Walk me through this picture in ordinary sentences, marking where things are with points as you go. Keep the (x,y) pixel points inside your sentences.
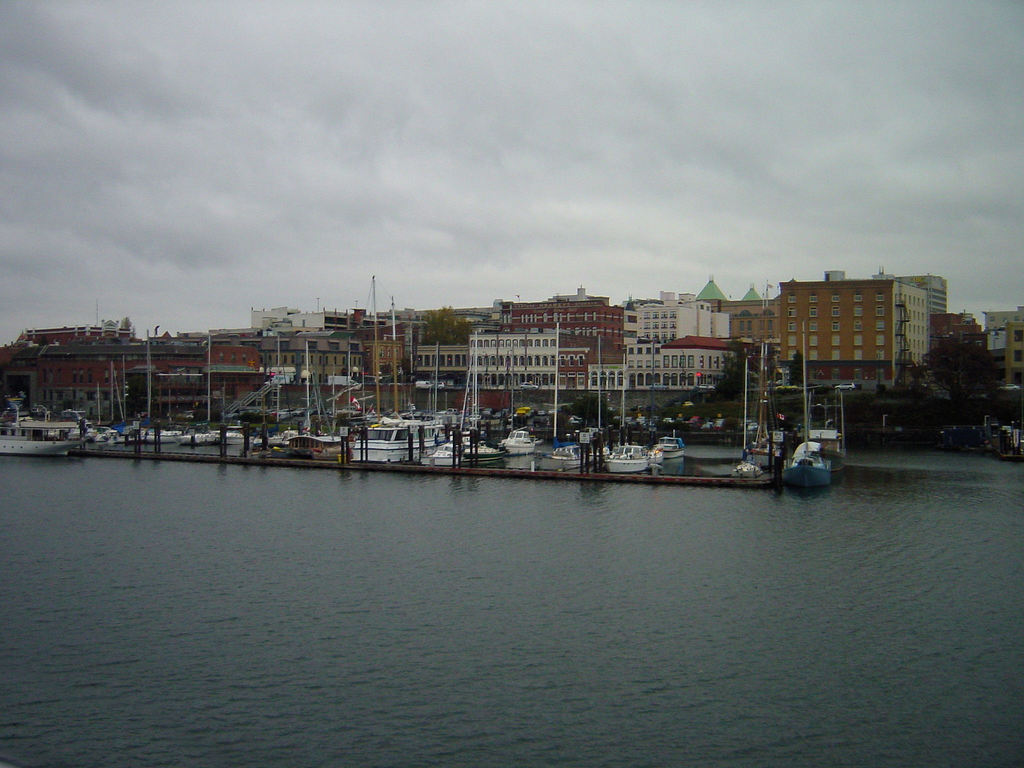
In this image at the bottom (643,676) there is a river (831,551), in that river (796,501) there are some boats (176,433) bridge (104,450) and some poles (114,391). And in the background (355,367) there are some houses (73,367), buildings (88,361) and trees (957,357). And on the top of the image (357,184) there is sky (479,202).
